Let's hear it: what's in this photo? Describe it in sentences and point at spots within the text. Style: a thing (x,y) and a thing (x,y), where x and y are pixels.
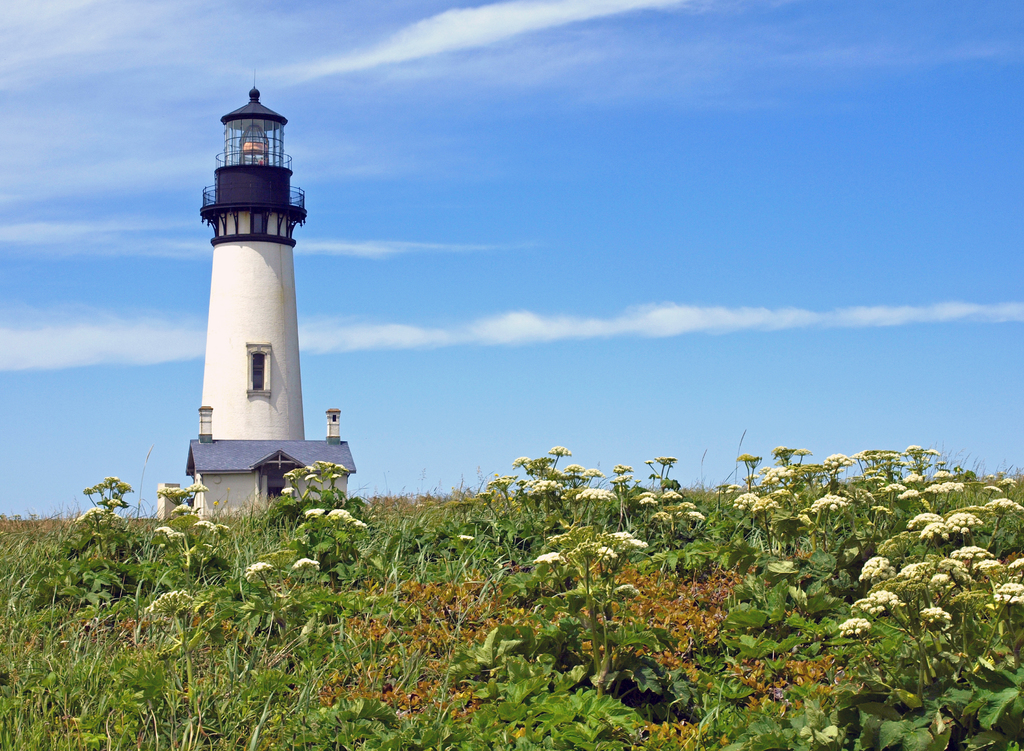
In the foreground of the picture (503,579) there are plants (321,570) and flowers (869,570). On the left (255,346) there is a lighthouse (254,271). Sky (126,54) is sunny.
